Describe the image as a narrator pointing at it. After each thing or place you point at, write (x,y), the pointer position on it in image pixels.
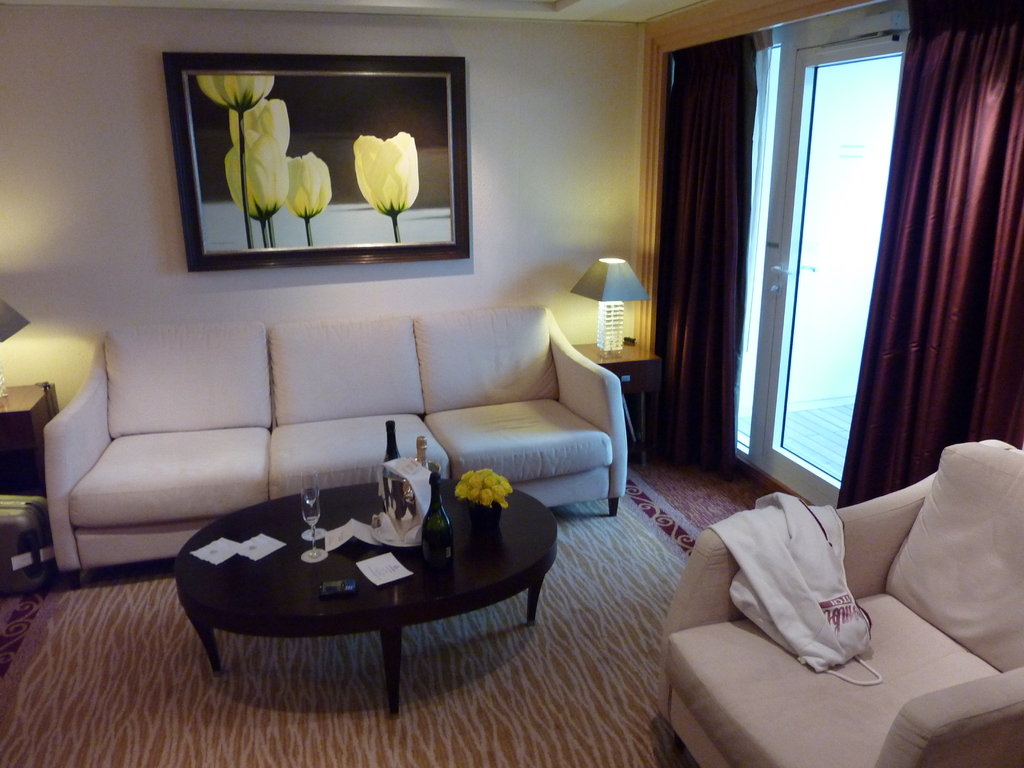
This is an inside view of a room (458,614). On the left side (259,430) there is a couch (303,447). In front of this, there is a table (237,570) on which few bottles (434,528), glasses (307,513), papers (345,534) and flower vase (474,526) are placed. In the bottom right-hand corner (859,654) there is a chair (929,614) on which a white cloth (804,579) is placed. On the right side (849,333) there is a door (830,212) and two curtains (733,171). On both sides of this couch (556,387) there are two tables (20,419) on which lamps (6,333) are placed. In the background (271,158) there is a frame (262,172) attached to the wall (41,157).
